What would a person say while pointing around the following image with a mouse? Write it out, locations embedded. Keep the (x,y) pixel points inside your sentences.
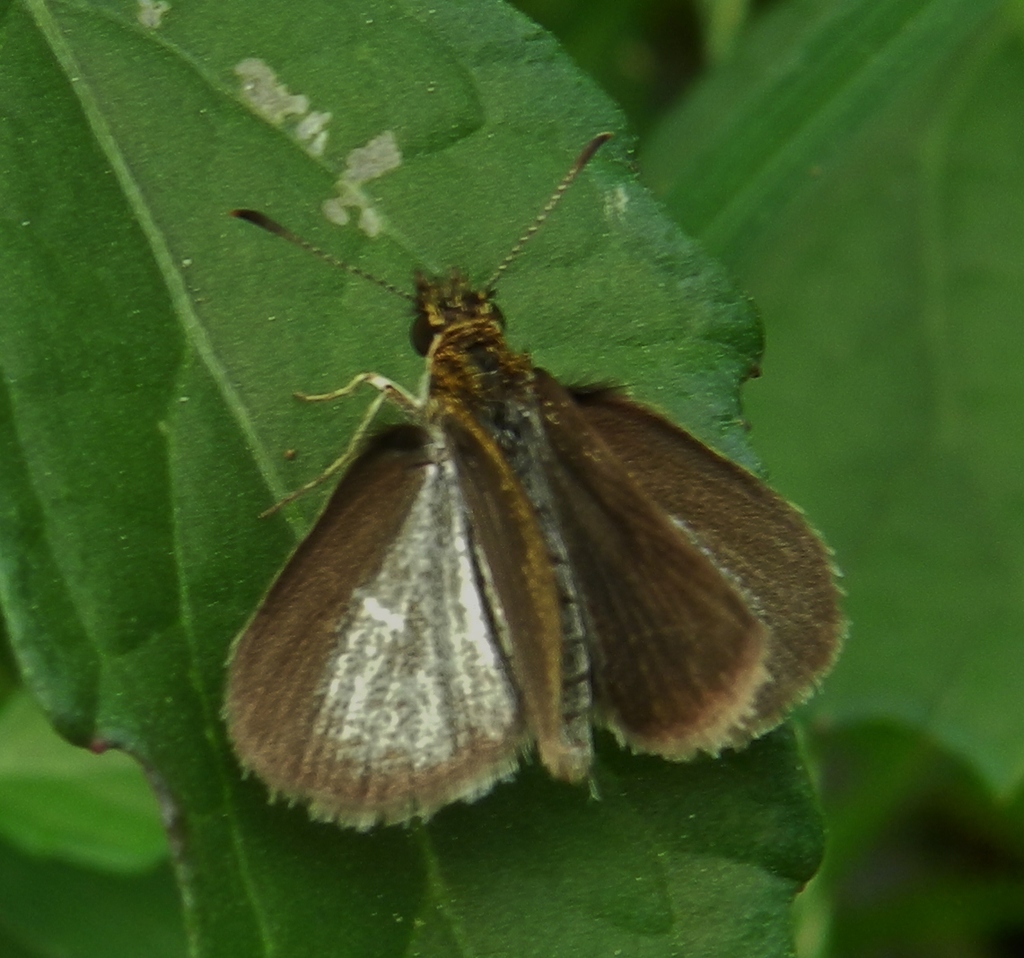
In this picture, we see an insect (379,643) is on the green leaf (123,565). This insect (391,464) looks like a butterfly (496,698) and it is in brown color. In the background (868,509), it is in green color. This picture is blurred in the background (816,109).
